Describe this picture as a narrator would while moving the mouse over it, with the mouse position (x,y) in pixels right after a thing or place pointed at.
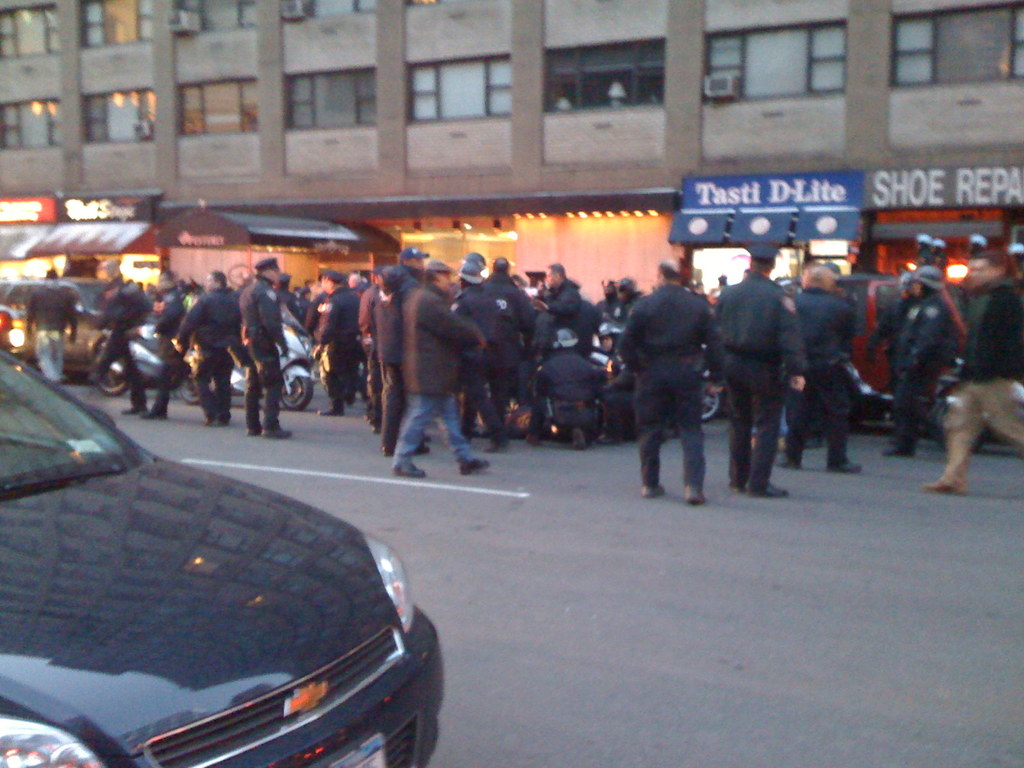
In this image there are vehicles (162,566) on the road (656,605). There are people (576,381) standing in front of the building (449,103). In the background of the image (501,238) there are lights (597,215).
